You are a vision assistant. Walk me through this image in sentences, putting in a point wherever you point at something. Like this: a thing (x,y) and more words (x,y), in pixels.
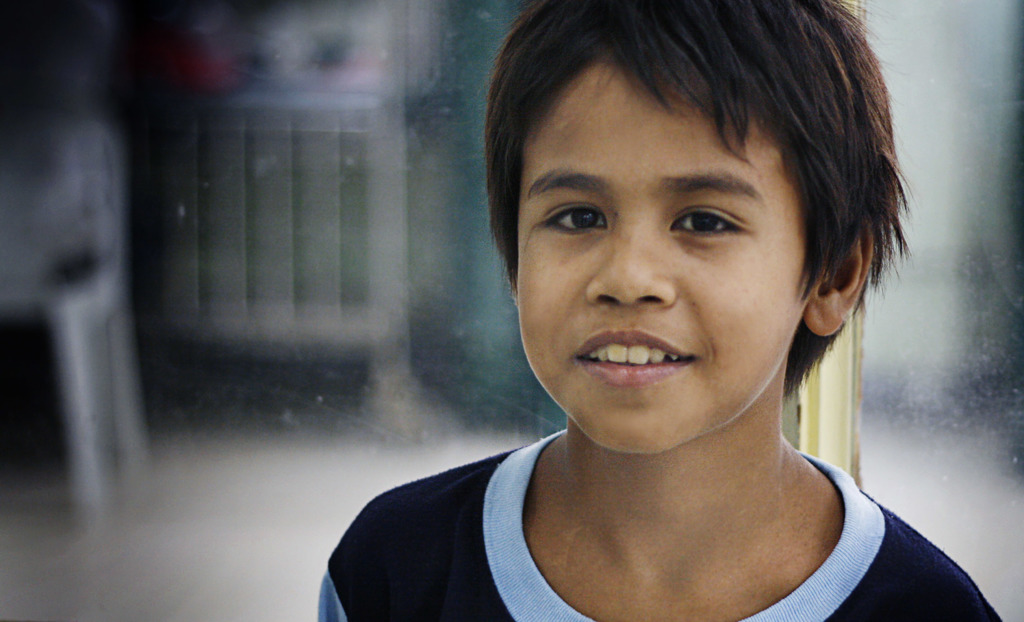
In this picture we can see a boy (700,374) is smiling and wearing blue color t-shirt (431,552).
